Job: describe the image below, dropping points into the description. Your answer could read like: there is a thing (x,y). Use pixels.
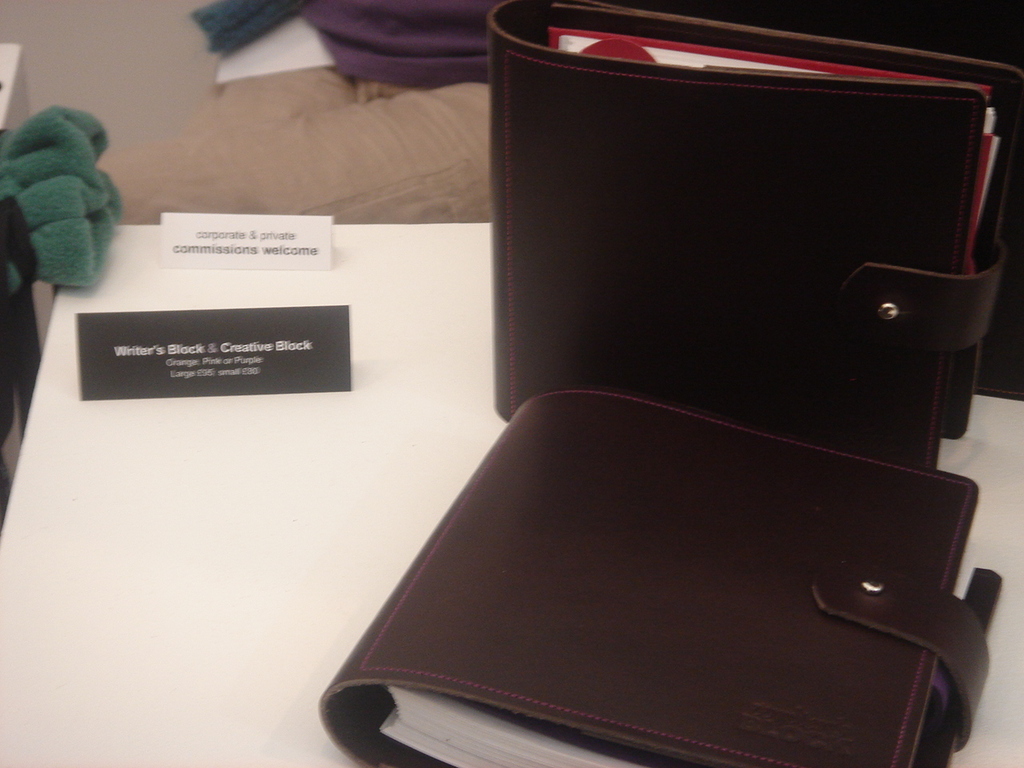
In the picture we can see a white color desk (123,615) on it, we can see two binders (599,647) which are brown in color and besides, we can see some cloth (99,240) which is green in color and in the background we can see a wall (63,48).
